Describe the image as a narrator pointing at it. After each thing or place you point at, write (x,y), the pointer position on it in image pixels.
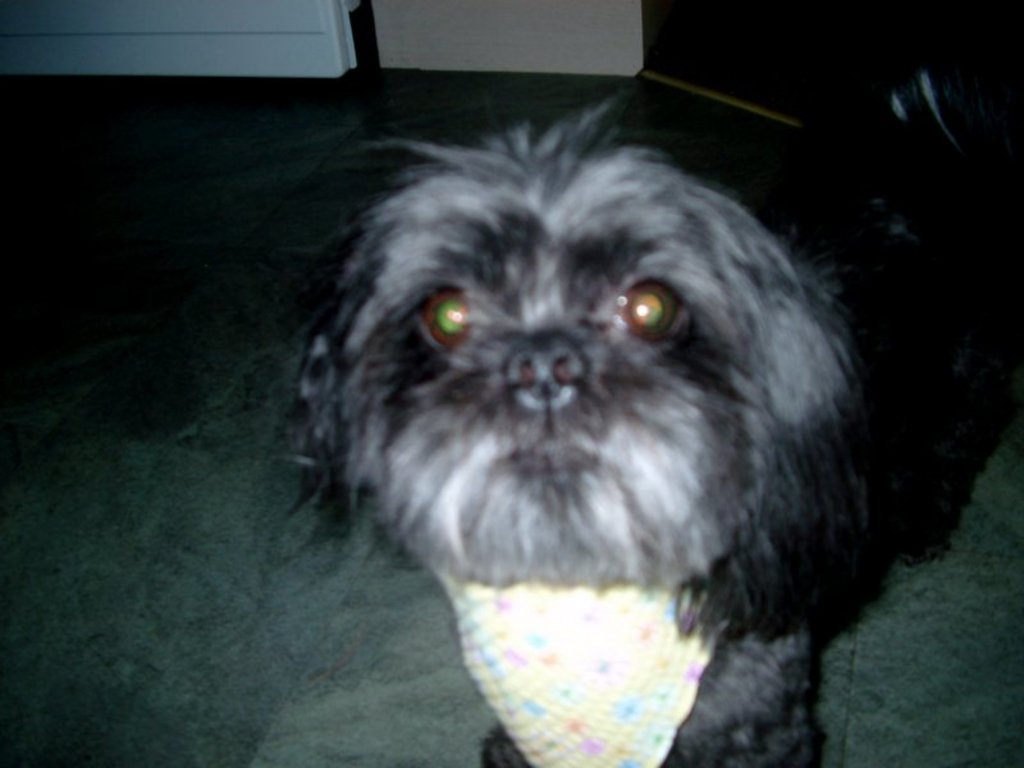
In the center of the image (419,312), we can see a dog (494,342) and in the background (442,50), there is a wall (438,49). At the bottom (264,635), there is floor (218,634).
